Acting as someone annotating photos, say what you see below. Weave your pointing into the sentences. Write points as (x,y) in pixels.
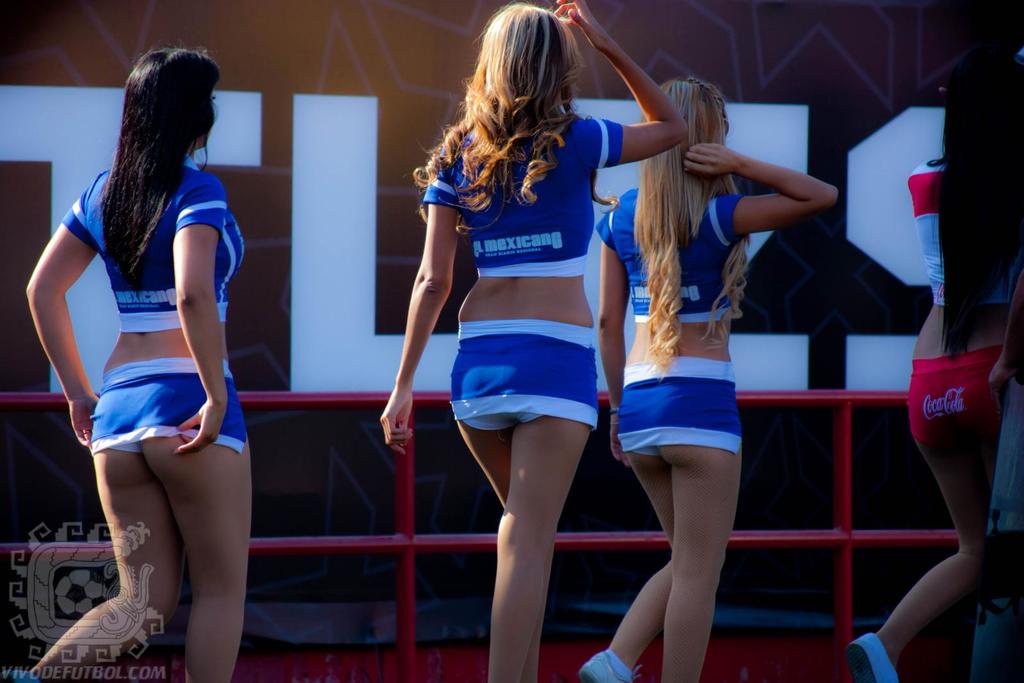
In this picture we can see four girls (709,329) walking here, at the left bottom (75,643) there is a logo (79,654), we can see railing (402,456) here.
